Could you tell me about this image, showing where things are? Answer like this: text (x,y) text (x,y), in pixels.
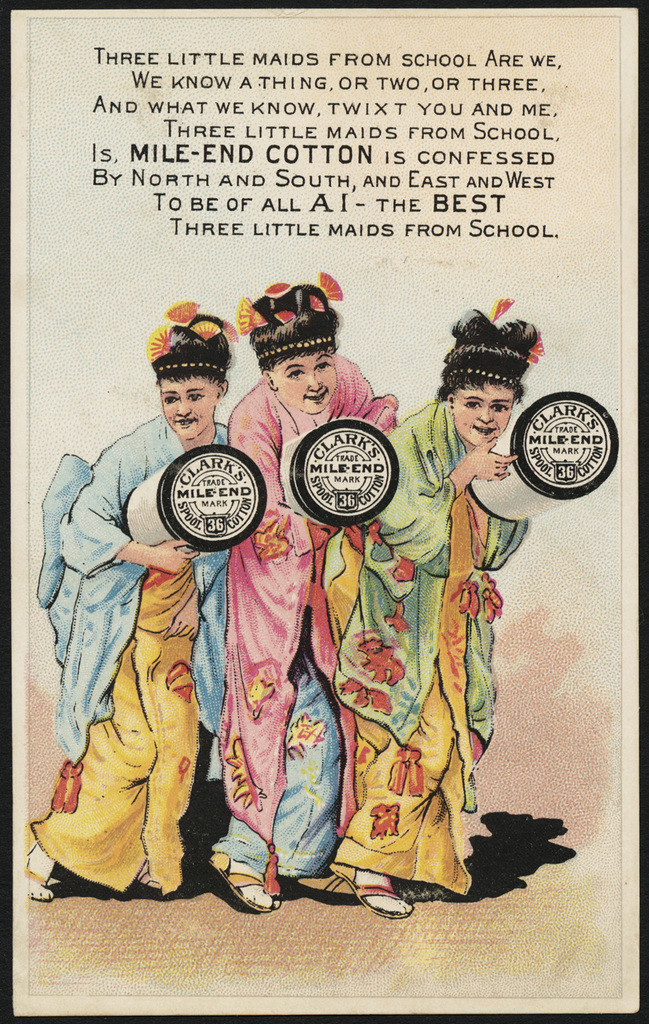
This image consists of a poster (323,300) with a few images of human (250,545) there is a text (373,172) on it.
